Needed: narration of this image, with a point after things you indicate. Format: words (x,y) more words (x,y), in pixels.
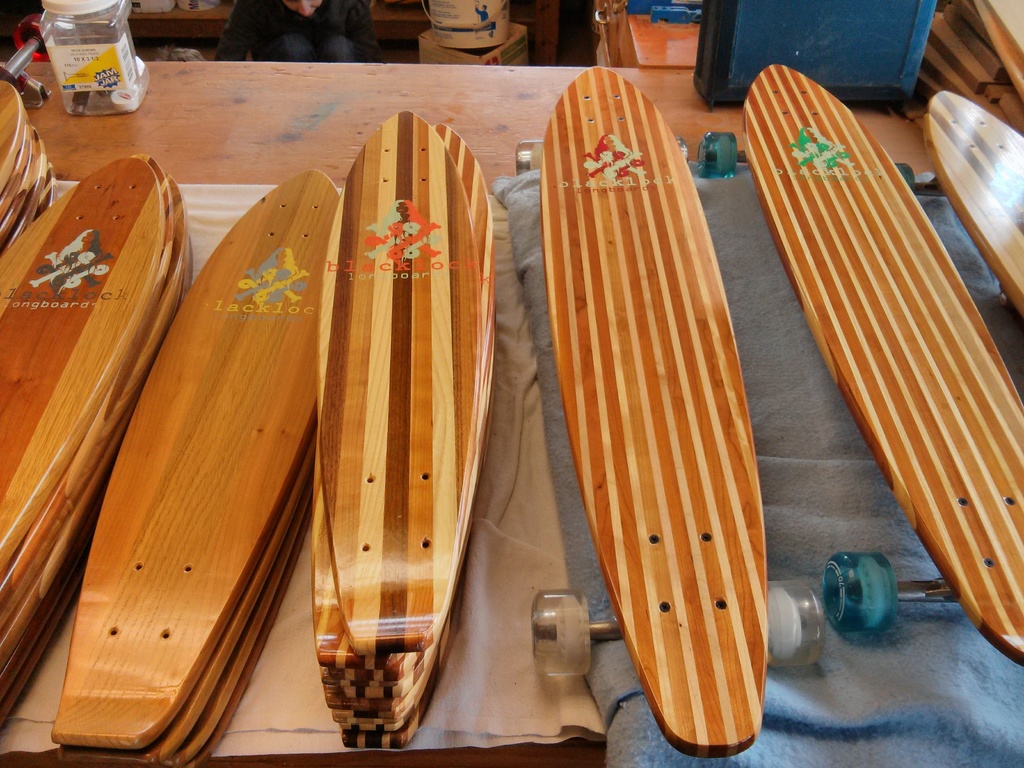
In this image we can see few skate boards (571,274) on the cloth (555,562), a jar bottle (58,40) with few objects (127,100) and few other objects (758,43) on the table (329,125) and there is a person (319,46), boxes (485,57) beside the person (295,19) and few other objects (443,31) in the background (410,45).
